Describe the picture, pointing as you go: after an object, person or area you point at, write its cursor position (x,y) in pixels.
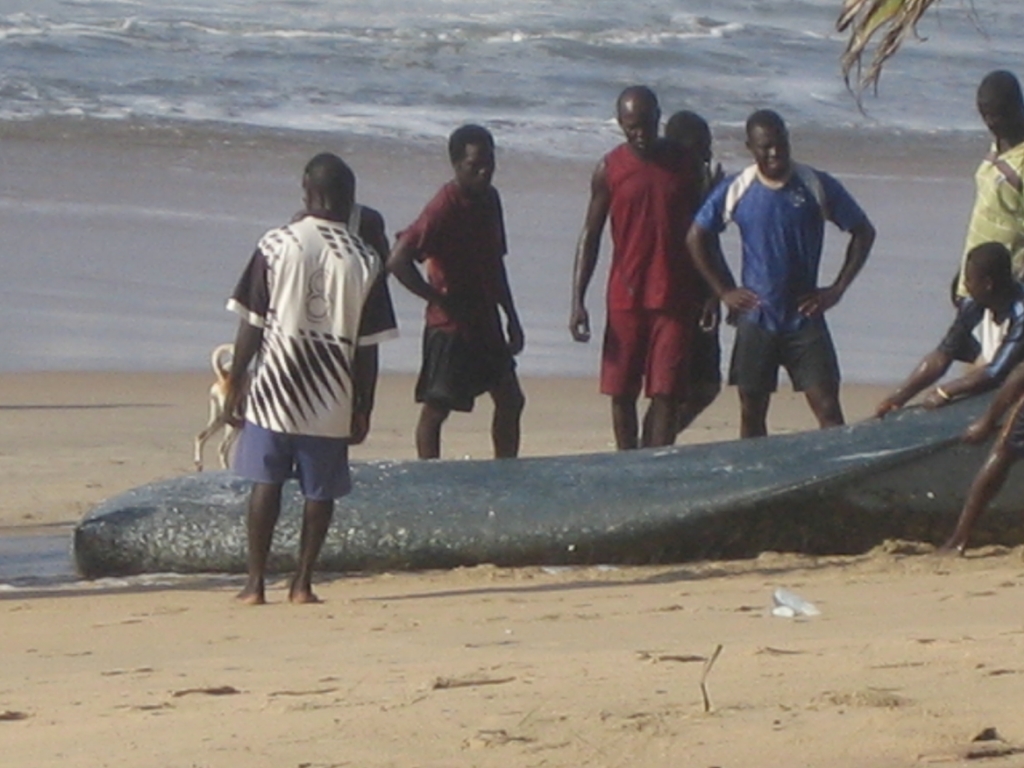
In this picture I can see few people (623,364) are standing in the sea shore (402,388) along with the dog (225,438), some people (997,372) are holding a big fish (558,499).
